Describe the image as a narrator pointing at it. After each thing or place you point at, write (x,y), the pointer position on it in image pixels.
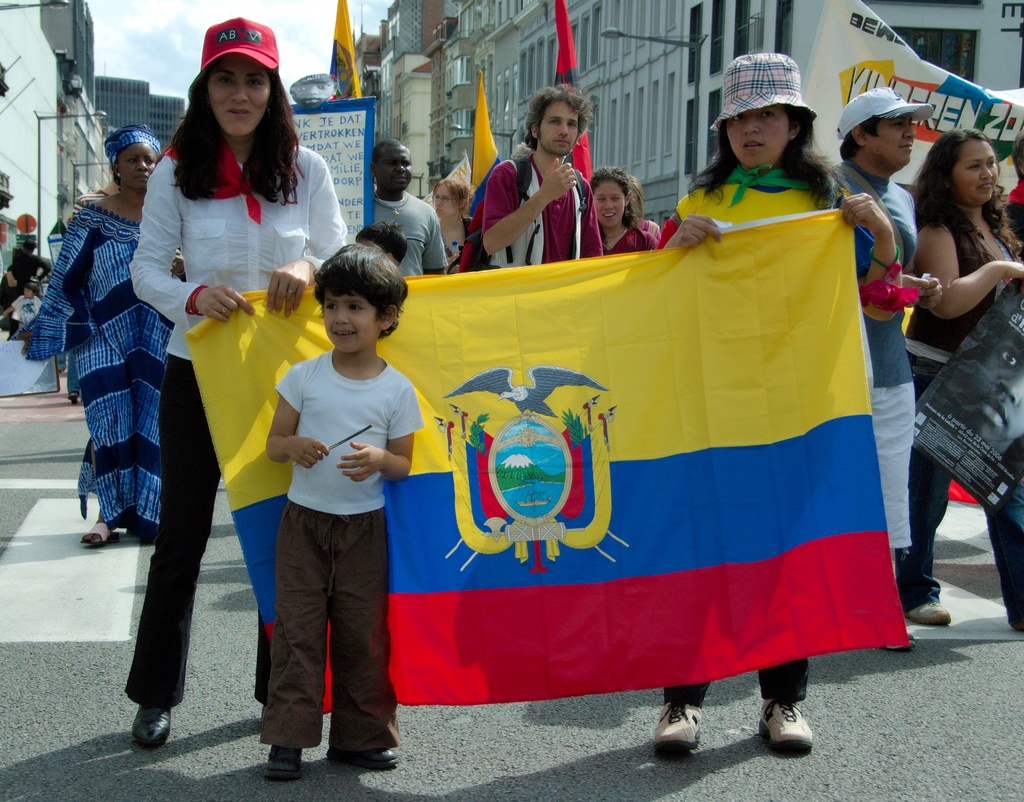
In this image, we can see a group of people (738,204) are standing. At the bottom (843,716), we can see a road (868,733). Here we can see few people (862,177) are holding some objects (639,472). Background we can see buildings (120,89), flags (480,149), banners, boards (361,214), light poles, walls (44,64), windows (966,69) and sky (317,58).
